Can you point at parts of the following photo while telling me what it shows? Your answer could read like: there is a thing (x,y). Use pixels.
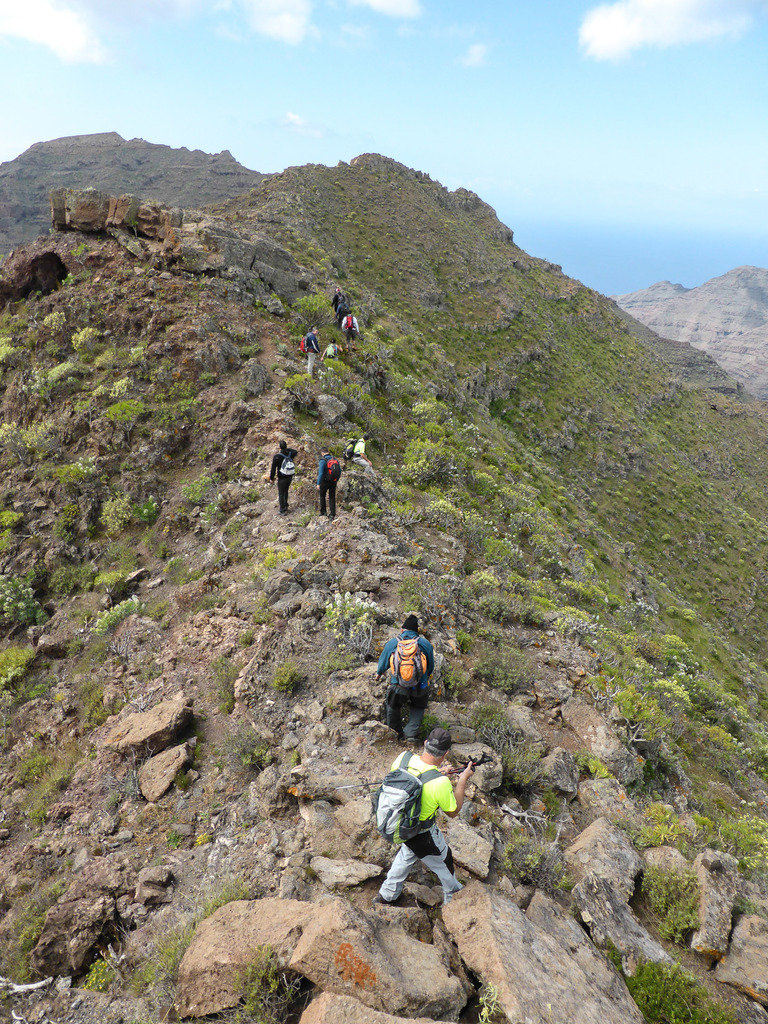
In this image I can see some people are walking on the hill (420,381). In the background (334,86), I can see the clouds (598,50) in the sky (447,53).
